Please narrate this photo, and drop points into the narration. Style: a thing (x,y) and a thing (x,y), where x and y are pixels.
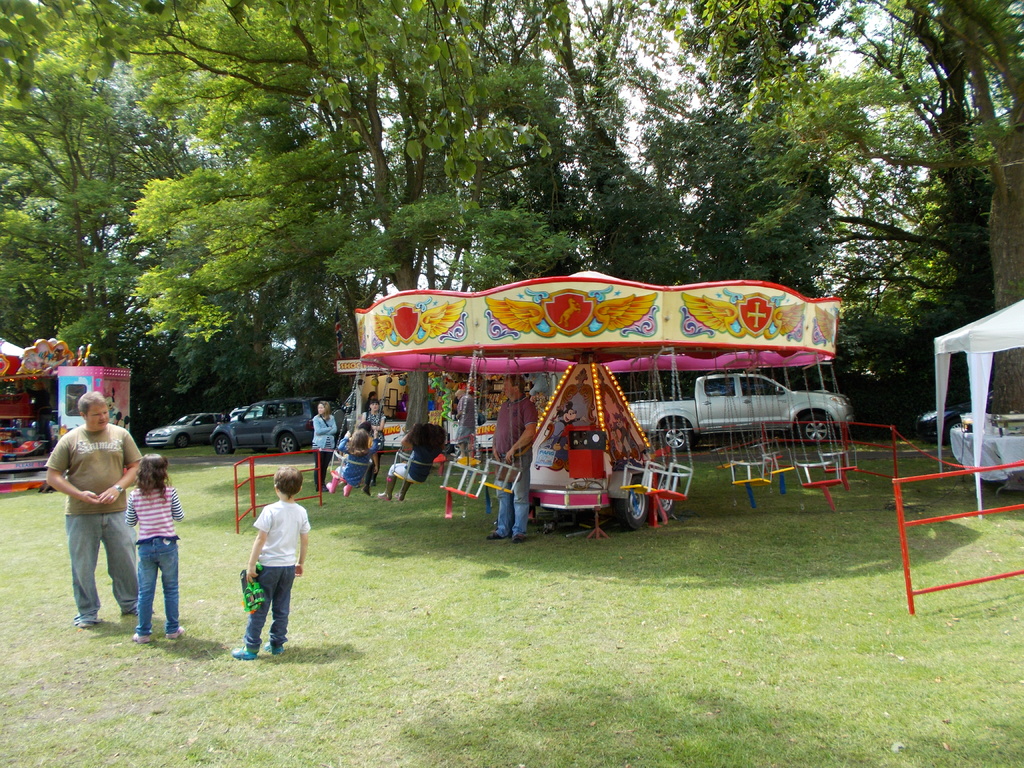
In this picture I can see there is a carousel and there is a man (101,508) and two kids (147,534) standing here on the grass (43,604) and there are trees (244,148) in the backdrop (630,166).
